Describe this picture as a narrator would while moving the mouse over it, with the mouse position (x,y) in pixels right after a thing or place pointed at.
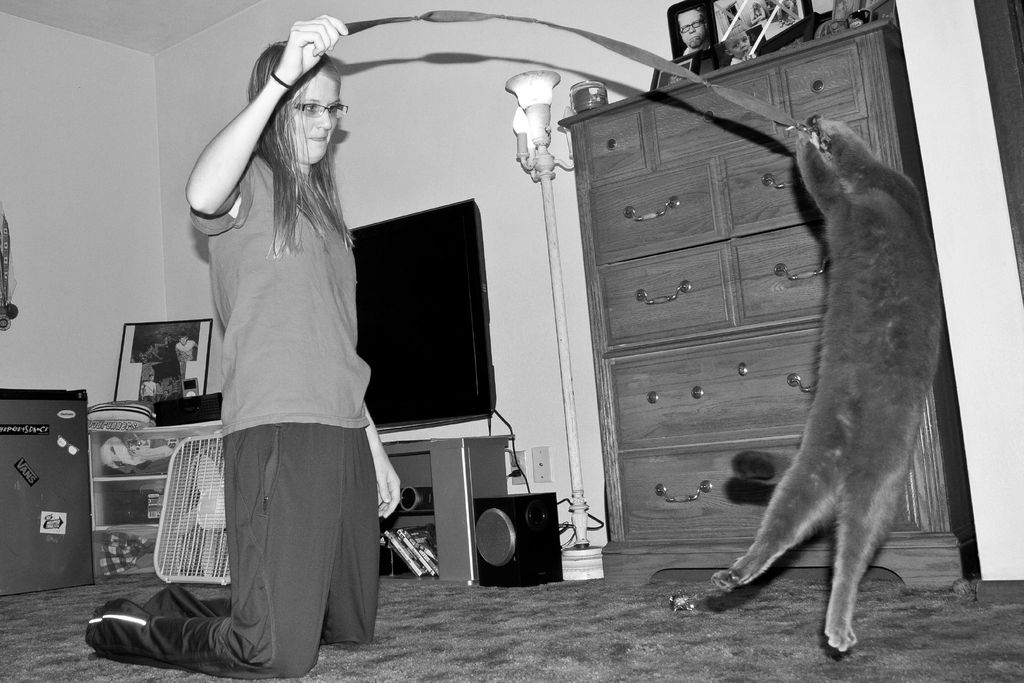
It is a black and white image. In this image, we can see a woman (263,442) and animal (810,144) are holding an object (623,54). At the bottom (830,571), we can see the surface (668,646). Background (510,541) we can see television (377,328), photo frames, cupboard (631,167), racks (103,522), speaker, wall (89,352), rod (579,470), lights (541,155), wires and sockets (523,467).
